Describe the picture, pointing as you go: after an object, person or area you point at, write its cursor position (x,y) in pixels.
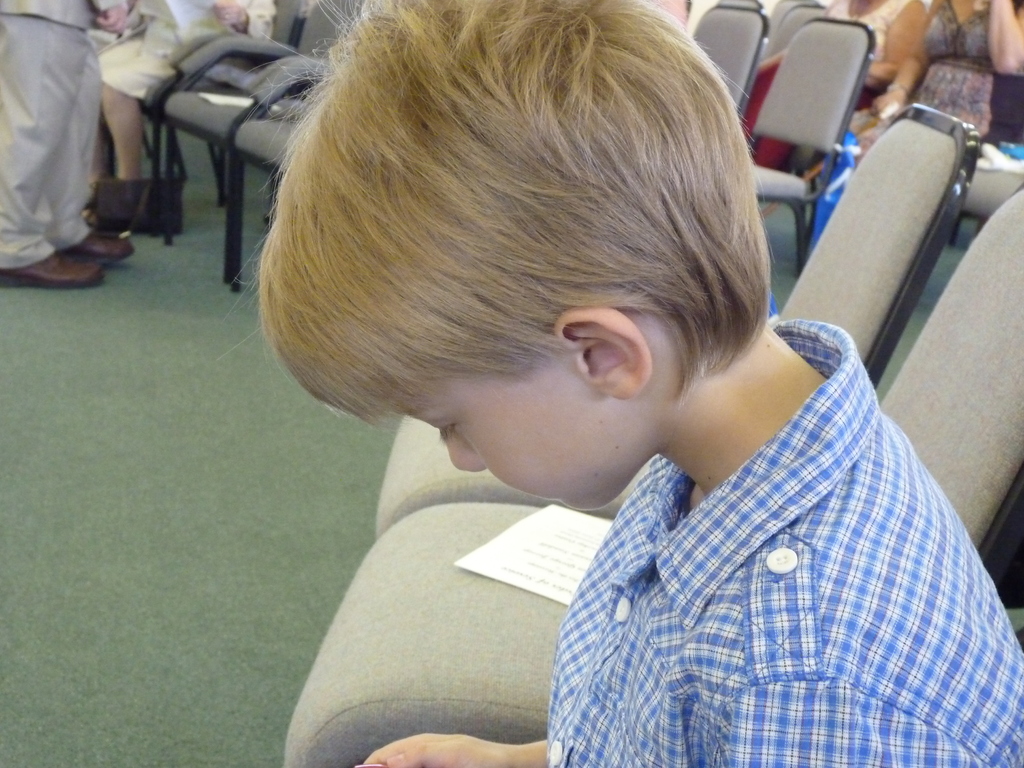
In this image we can see a boy (813,440). We can also see a paper (543,521) on the chair (451,581). In the background (132,64) we can see some women (144,24) sitting on the chairs (975,200). We can also see the empty chairs (744,85) and there is a man (106,235) standing on the left (71,26). We can also see the floor (92,589).
